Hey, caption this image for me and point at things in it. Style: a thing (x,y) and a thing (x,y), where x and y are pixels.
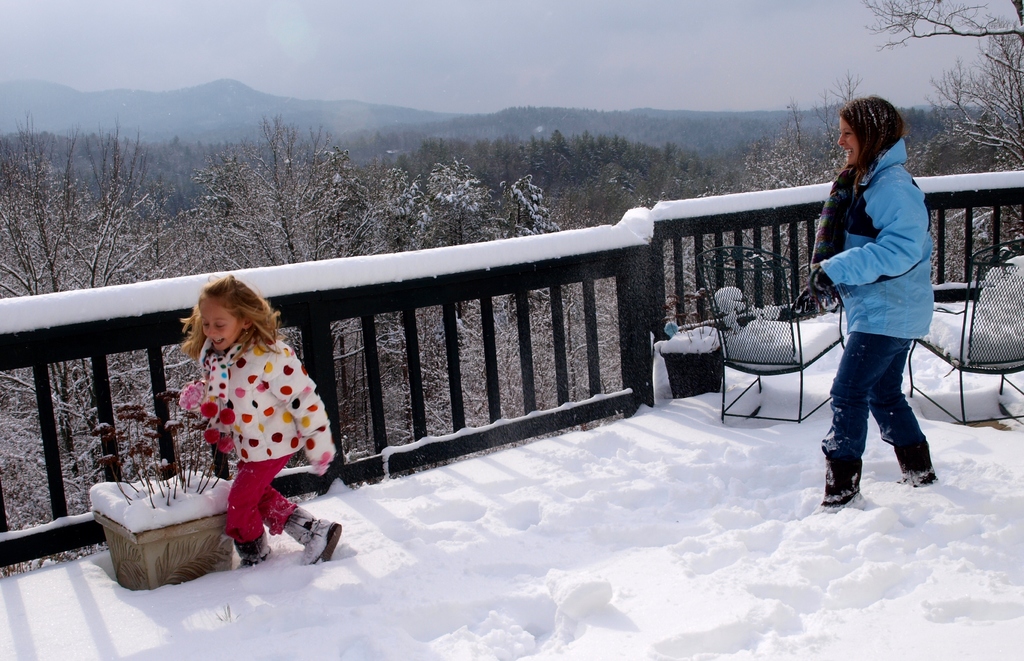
In this image I can see two persons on the ice (600,584), chairs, houseplants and a fence (649,263). In the background (399,229) I can see trees (327,173), mountains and the sky (346,37). This image is taken may be during a sunny day.
